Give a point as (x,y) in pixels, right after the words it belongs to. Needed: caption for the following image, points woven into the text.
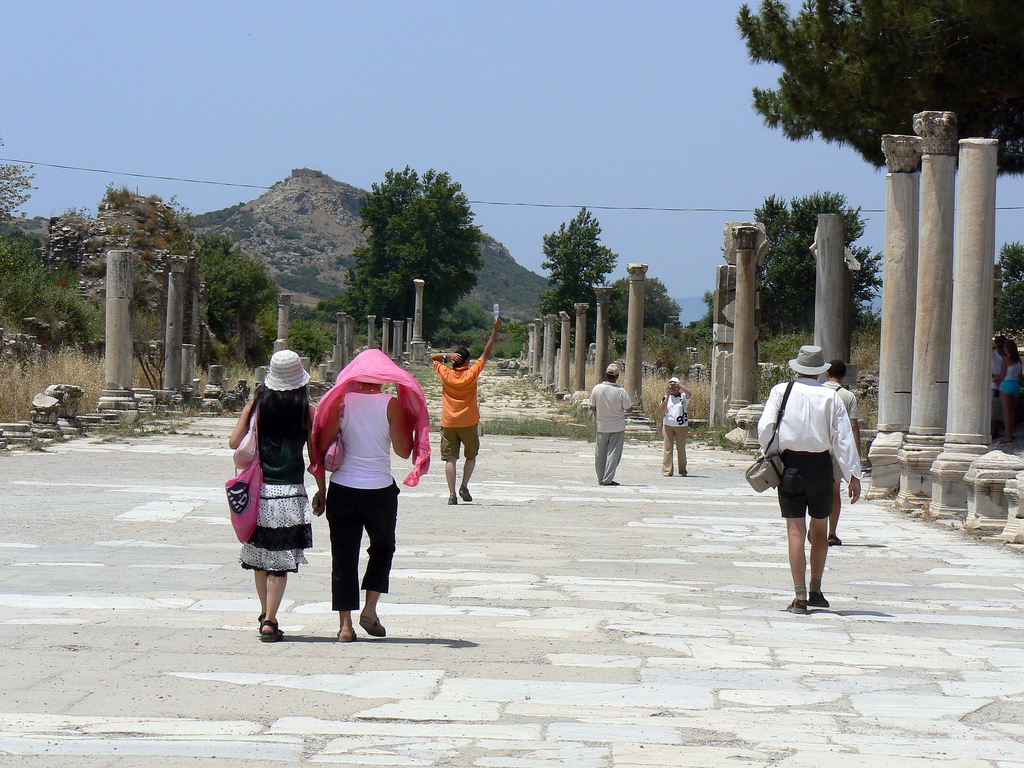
In this image we can able to see a sky (485,117), and there are some persons (328,431) walking, here there is a person (677,416) who is taking pictures, here there is a person (806,447) who is wearing a hat (816,354) and wearing a bag (776,483), there is a person (273,489) who is wearing a bag (251,478) which is of pink in color, and we can able to see some pillars (114,284), and we can see trees (470,248) over here, there is a mountain (327,221) over here.
